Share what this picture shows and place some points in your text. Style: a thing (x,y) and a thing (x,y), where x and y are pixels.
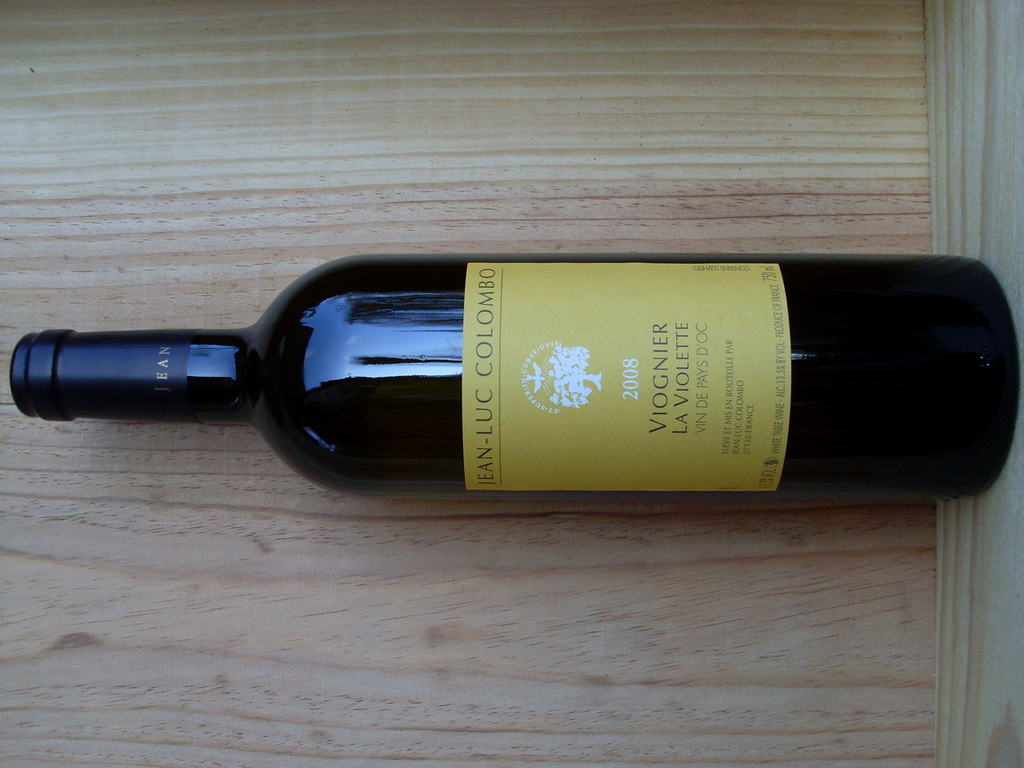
In this image there is a bottle (377,415) having label (655,403) with the text (697,403) on it. Bottle (742,356) is on the wooden plank (792,239).
